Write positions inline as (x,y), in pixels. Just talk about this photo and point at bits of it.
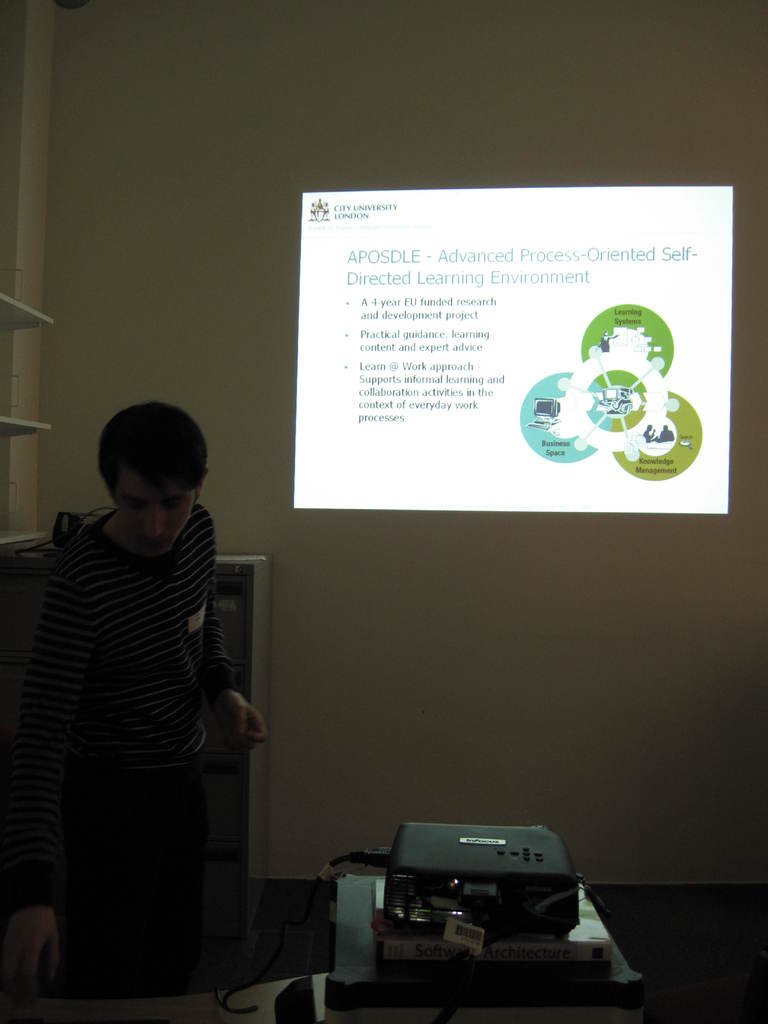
In this picture we can see a man (178,742) standing on the floor (256,942), projector (426,867), bookshelves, screen (358,383) on the wall (191,364) and some objects (223,877).
